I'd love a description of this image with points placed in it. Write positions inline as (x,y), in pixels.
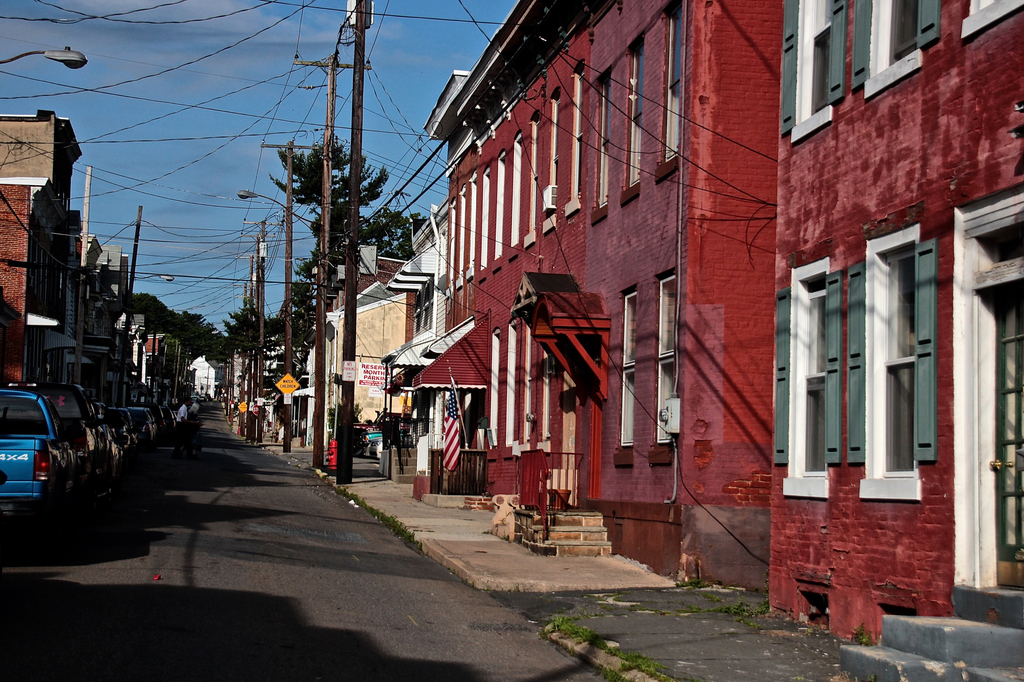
In this image few vehicles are on the floor (214,603). Few people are on the road (214,603). Few poles (258,392) are on the pavement (472,512). Poles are connected with wires (184,23). Background (30,357) there are trees (295,275) and buildings (497,301). Top of the image (341,94) there is sky (351,57). Few lamps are attached to the poles (288,251).
